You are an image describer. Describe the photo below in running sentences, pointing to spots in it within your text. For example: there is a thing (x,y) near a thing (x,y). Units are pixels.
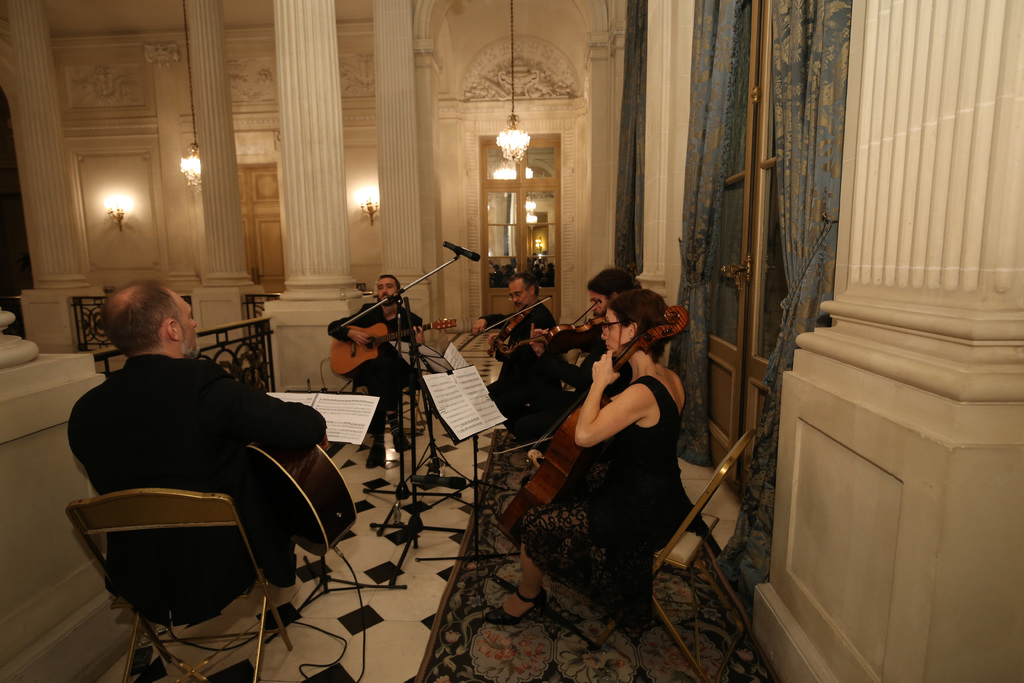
In this picture we can see three men (376,310) and two woman (623,408) sitting on chair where they are holding guitars (359,358) in their hands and playing and two are playing violins (547,336) and in front of them we have a stand (410,285), mic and in background (433,267) we can see wall (539,49), door (525,160), windows (495,168), curtains (799,136), light (511,158), pillar (227,228), fence (249,303).
